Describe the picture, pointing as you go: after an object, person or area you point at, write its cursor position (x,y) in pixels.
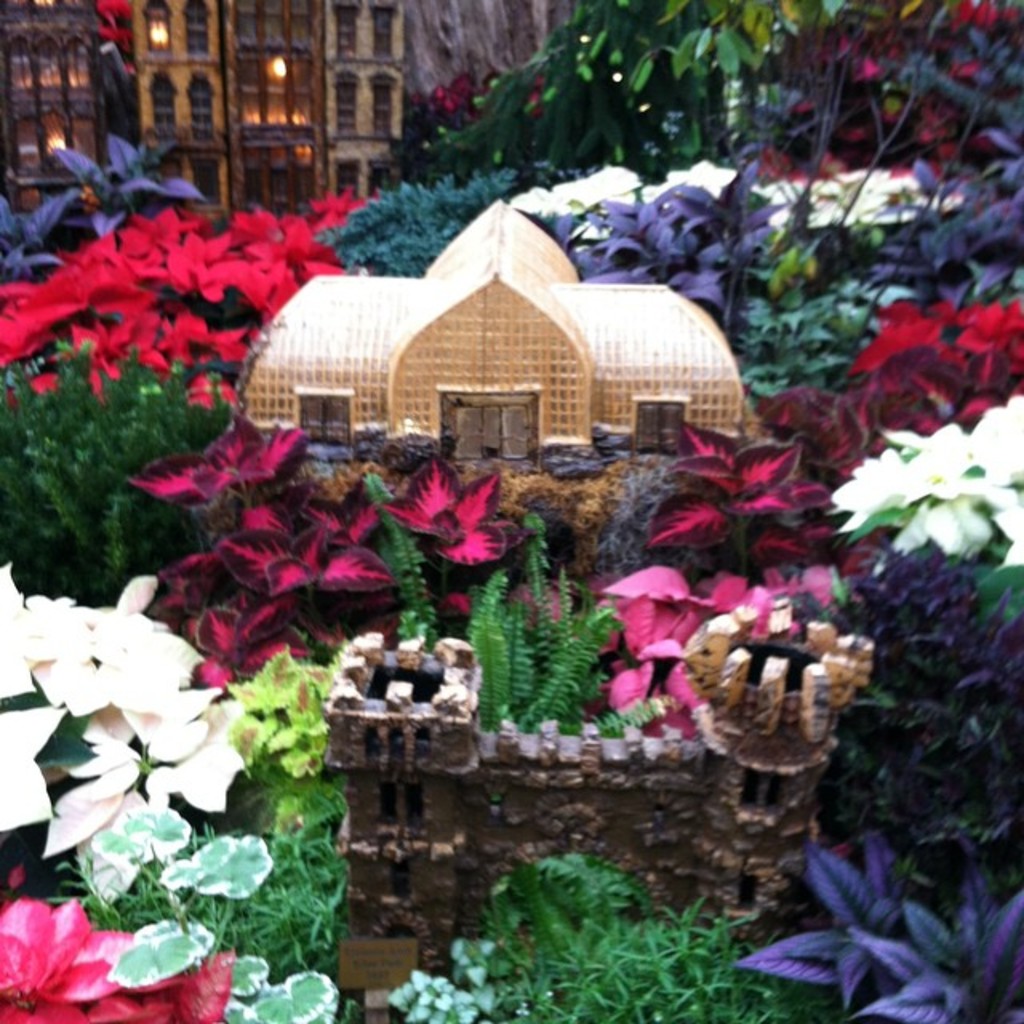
In this image there are colourful plants (254,222) all around the place. In the middle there is a small castle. In the background (336,77) there is a house (266,43).
